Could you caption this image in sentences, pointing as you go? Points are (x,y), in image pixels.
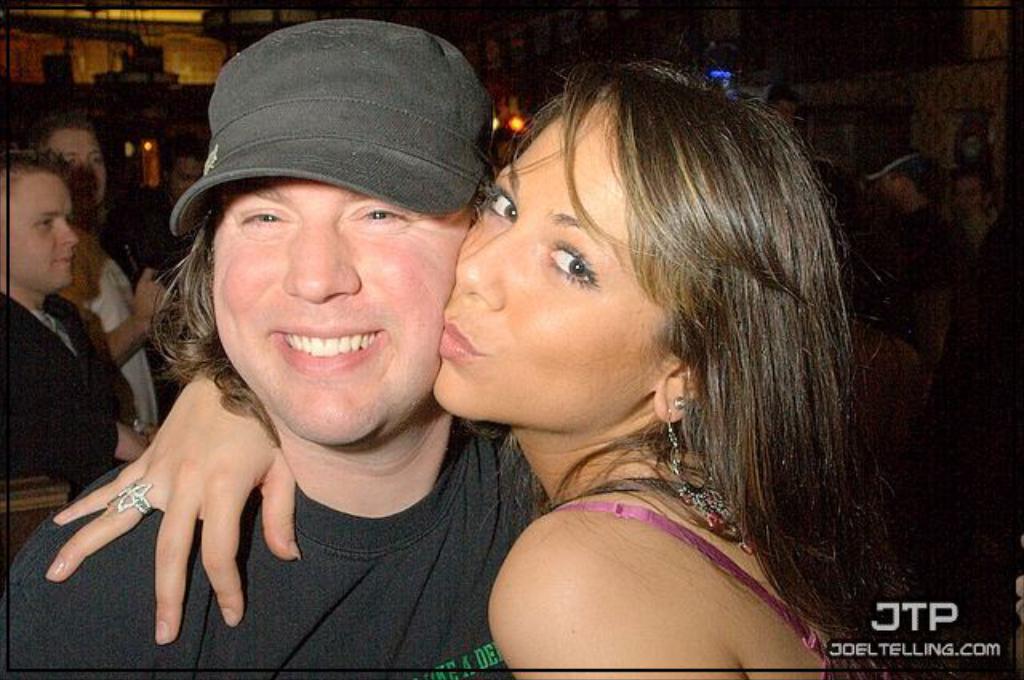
In the foreground of this image (528,550), there is a woman (530,462) kissing on a man's cheek (405,353) who is wearing a cap (333,155) on his head (412,328). In the background (105,192), there are people (931,213) in the dark.
